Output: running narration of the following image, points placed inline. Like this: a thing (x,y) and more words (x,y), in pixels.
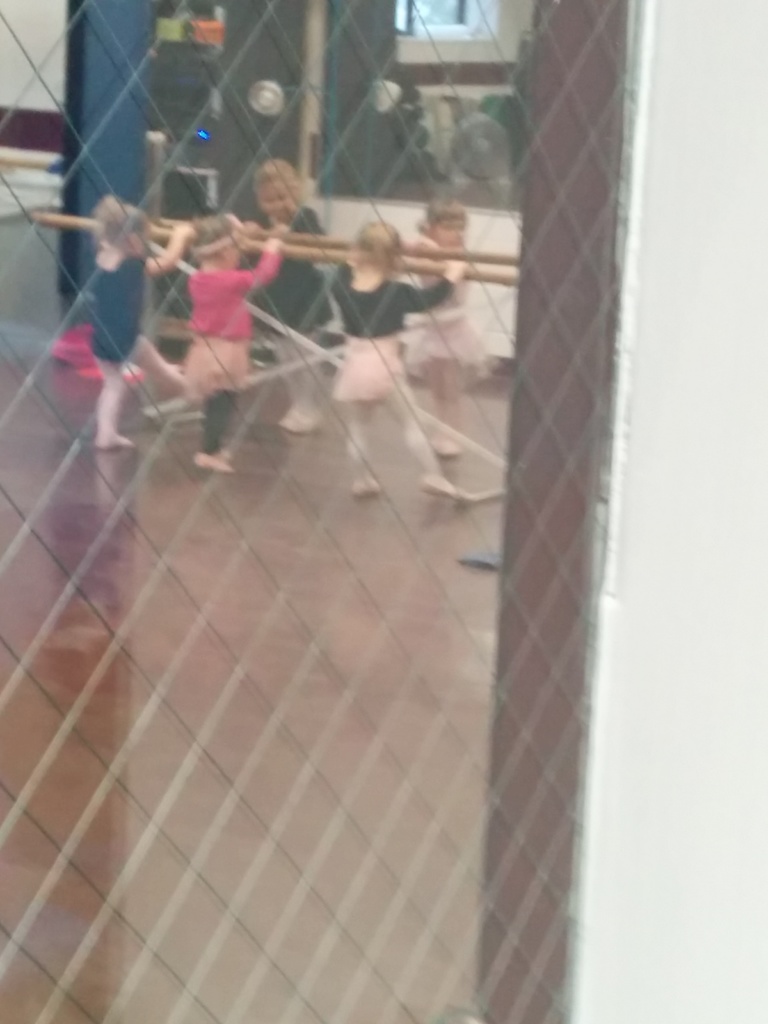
In this image I can see few kids (235,304) playing. I can see a window (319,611). There is a fence (362,756).
